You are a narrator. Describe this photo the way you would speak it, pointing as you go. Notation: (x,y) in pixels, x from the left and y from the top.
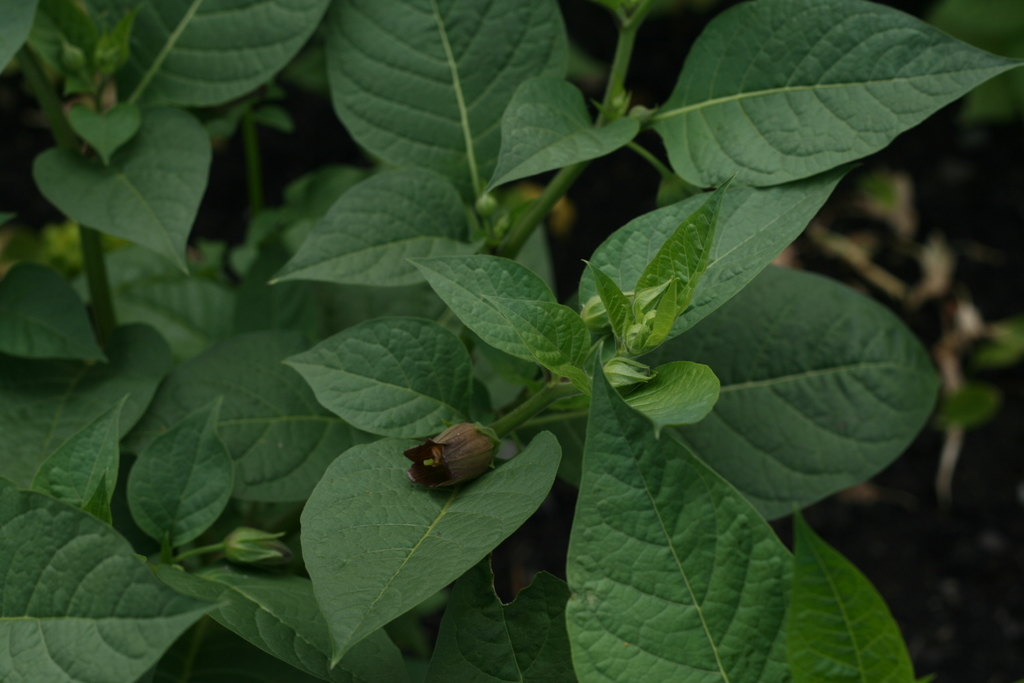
In the image we can see some plants (577,133) and there is a flower (423,483).
